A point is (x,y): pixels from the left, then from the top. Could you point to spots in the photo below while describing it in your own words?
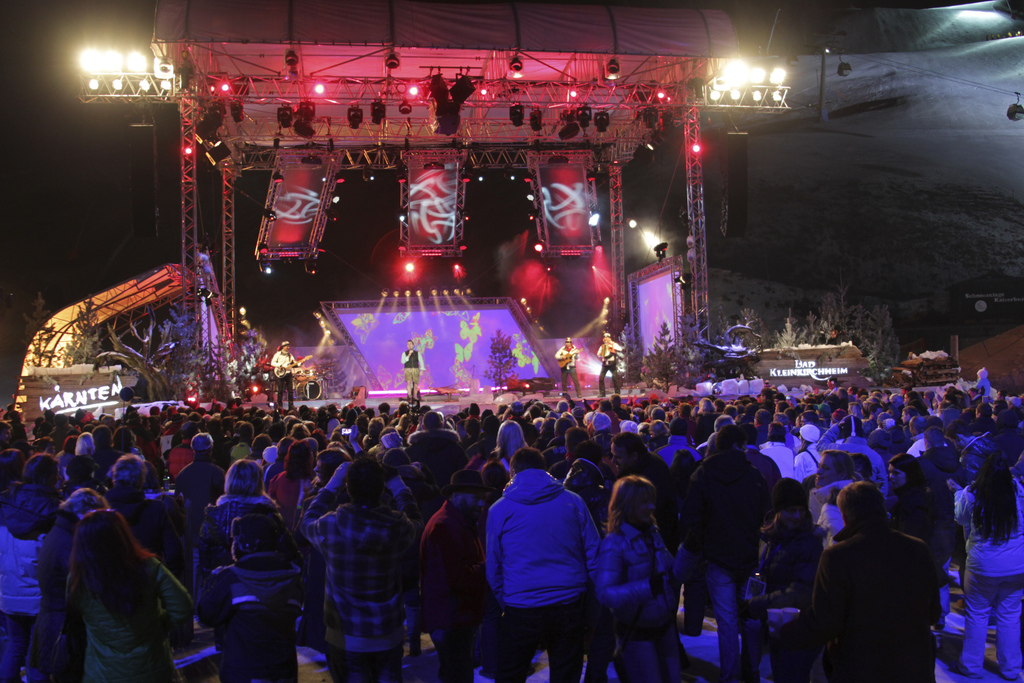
There are persons (185,498) in different color dresses (147,498) standing on the floor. In the background (289,345), there are four persons (411,350). Three of them are holding musical instruments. The other one is holding a mic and standing on a stage (589,399), on which there are speakers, plants (873,342), lights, a roof (201,70) and other objects (504,326) arranged. And the background (961,149) is dark in color.
